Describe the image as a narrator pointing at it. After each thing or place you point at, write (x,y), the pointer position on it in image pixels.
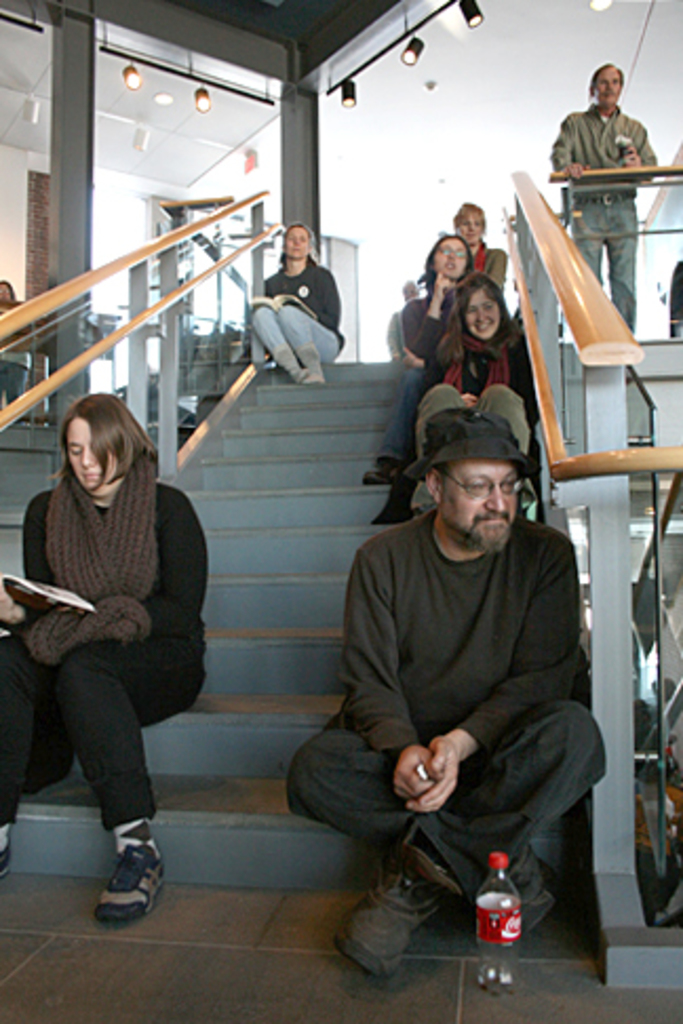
In the center of the image (395,655), we can see people (190,551) sitting on the stairs (256,730) and on the right (590,155), there is a person (583,134) standing. In the background (349,104), there are lights (352,94) and there is a wall (393,192).
